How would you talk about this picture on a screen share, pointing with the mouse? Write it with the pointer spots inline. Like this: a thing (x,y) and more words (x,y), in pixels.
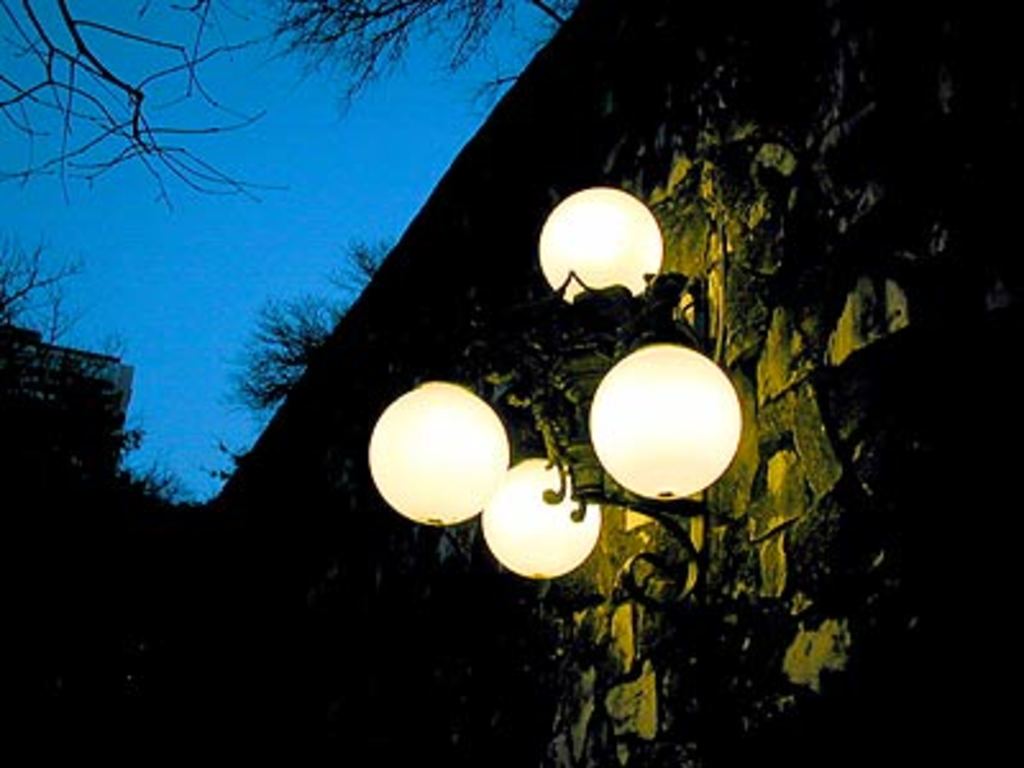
In this image we can see few lamps (398,498). There is a building (625,681) in the image. There are many trees (402,30) in the image. We can see the sky (336,129) in the image.
